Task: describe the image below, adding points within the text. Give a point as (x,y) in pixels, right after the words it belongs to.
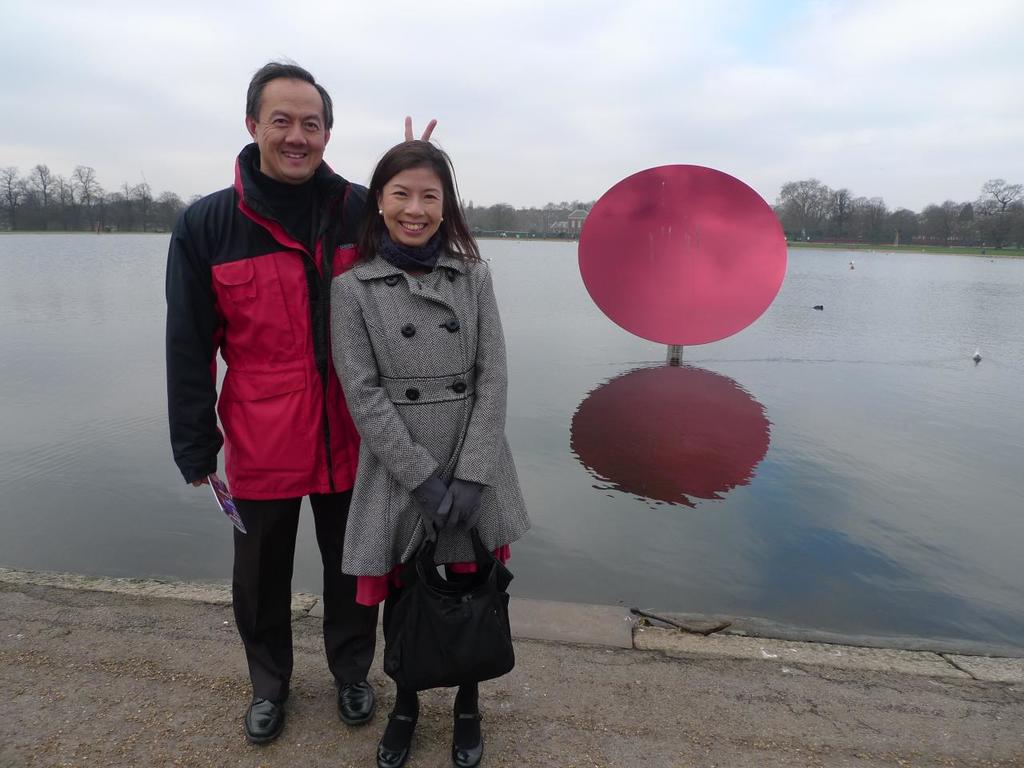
In this picture we can see two people (182,420) holding a book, bag (462,675) with their hands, smiling, standing on the ground (719,653) and at the back of them we can see an object (732,272) on the water (676,364), trees (987,237) and in the background (606,99) we can see the sky (709,88).
